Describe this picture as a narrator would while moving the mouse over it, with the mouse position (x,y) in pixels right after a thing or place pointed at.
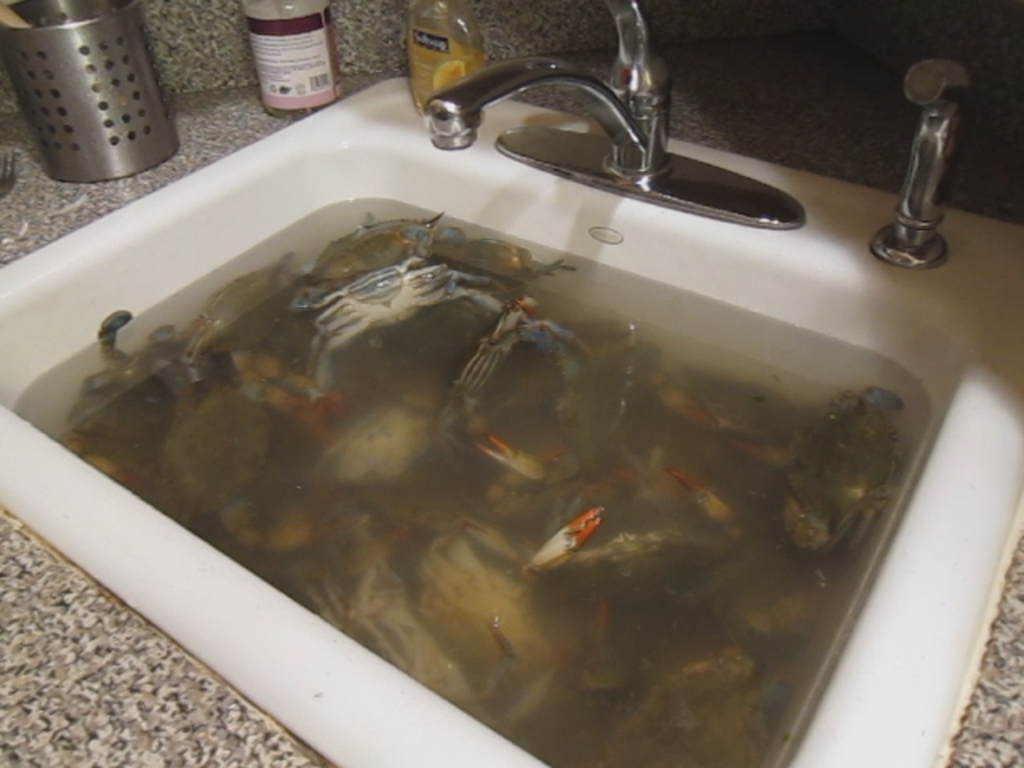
In the image there is a sink (399,296). Inside the sink (492,363) there are crabs (572,362) in water (541,481). And on the sink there is tap (645,114) and also there are bottles (443,78) and there is an object (115,79) with holes (131,133).
